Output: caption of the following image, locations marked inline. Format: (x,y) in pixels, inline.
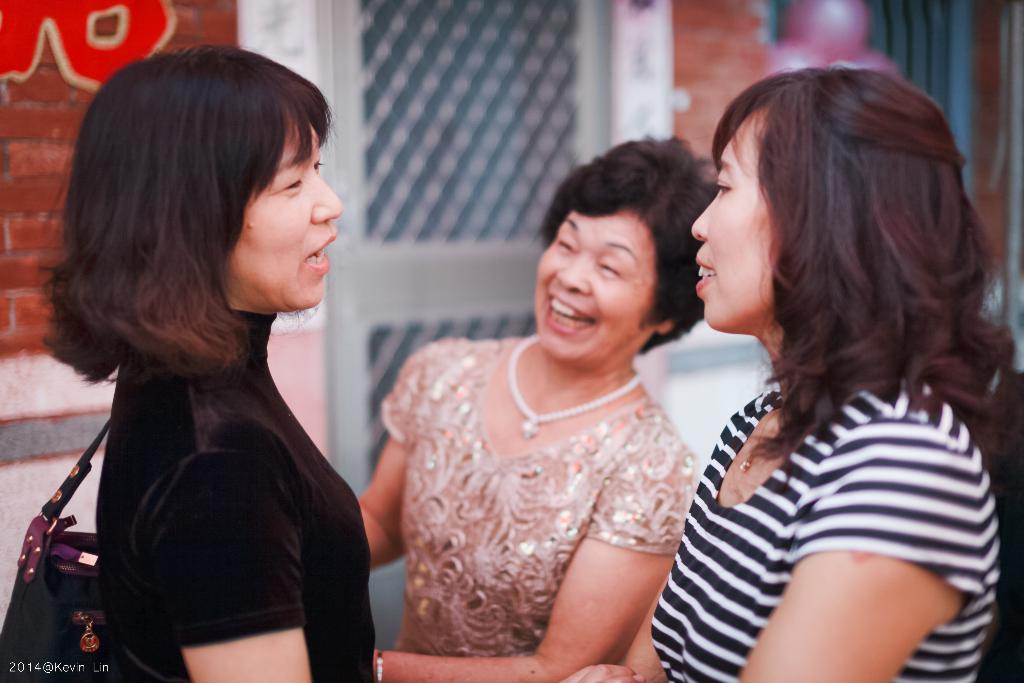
In this picture I can see there are three women (537,416) and they are smiling and in the backdrop (476,20) there is a building (393,65).
